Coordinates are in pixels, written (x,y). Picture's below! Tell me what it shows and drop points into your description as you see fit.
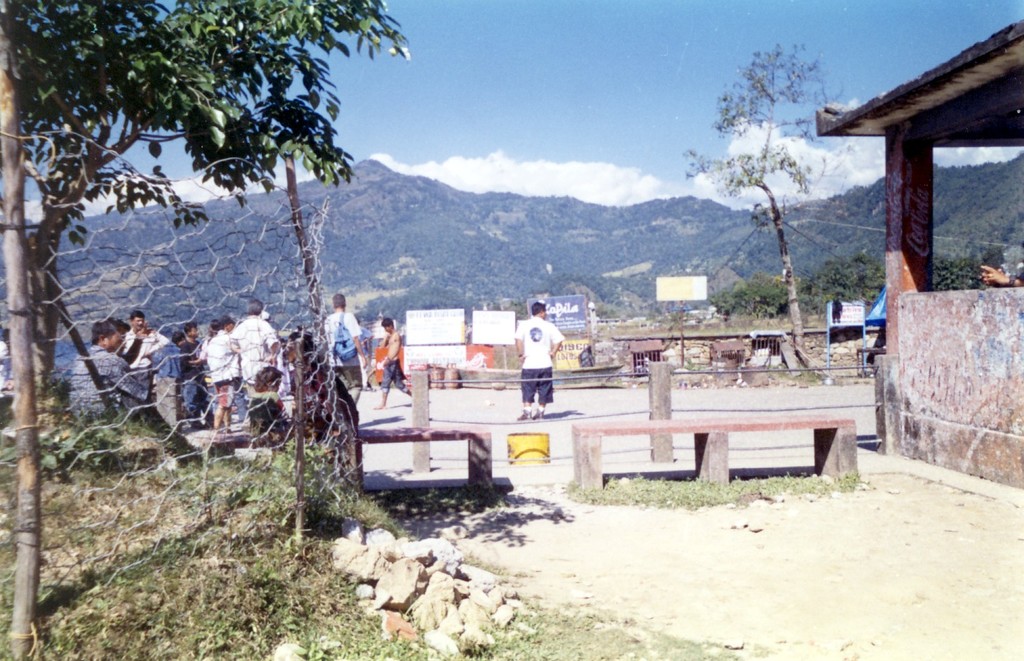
In this image there are benches (720,457) on the ground (608,488). There are stones (406,622) and grass (550,627) on the ground (553,589). Behind the benches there is a railing (576,377). Behind the railing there are people (231,345) standing on the road (459,407). On the other side of the road (473,403) there are houses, trees (729,300) and boards (490,326). In the background (541,253) there are mountains (595,218). At the top (536,87) there is the sky (522,119).
